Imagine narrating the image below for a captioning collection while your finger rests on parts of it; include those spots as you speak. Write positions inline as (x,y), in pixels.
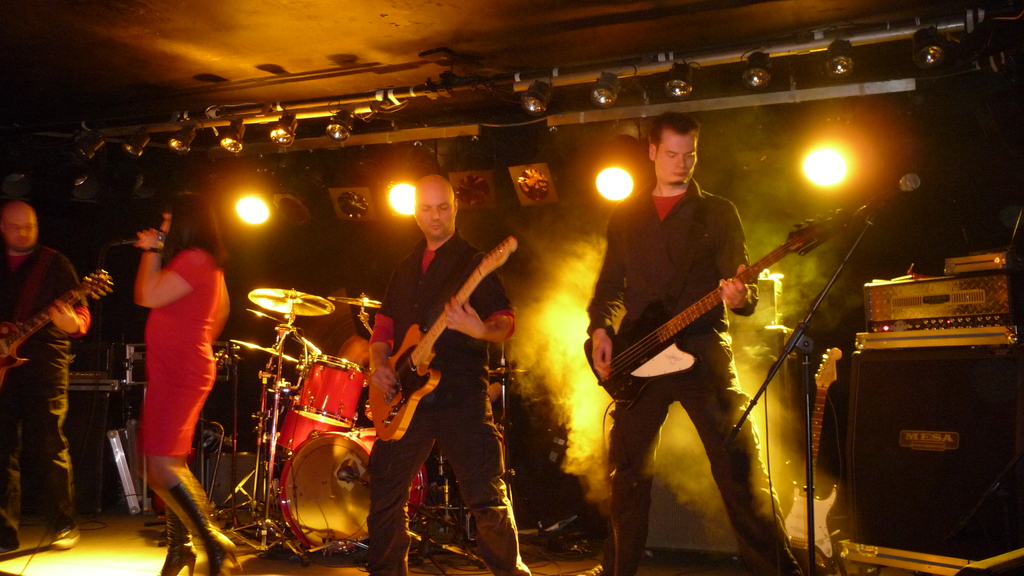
Four persons (646,407) are standing and there is a woman (152,244) holding microphone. These three persons (401,293) are holding guitar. On the background (580,199) we can see focusing lights (833,177) and musical instrument (328,432). There is a microphone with stand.
